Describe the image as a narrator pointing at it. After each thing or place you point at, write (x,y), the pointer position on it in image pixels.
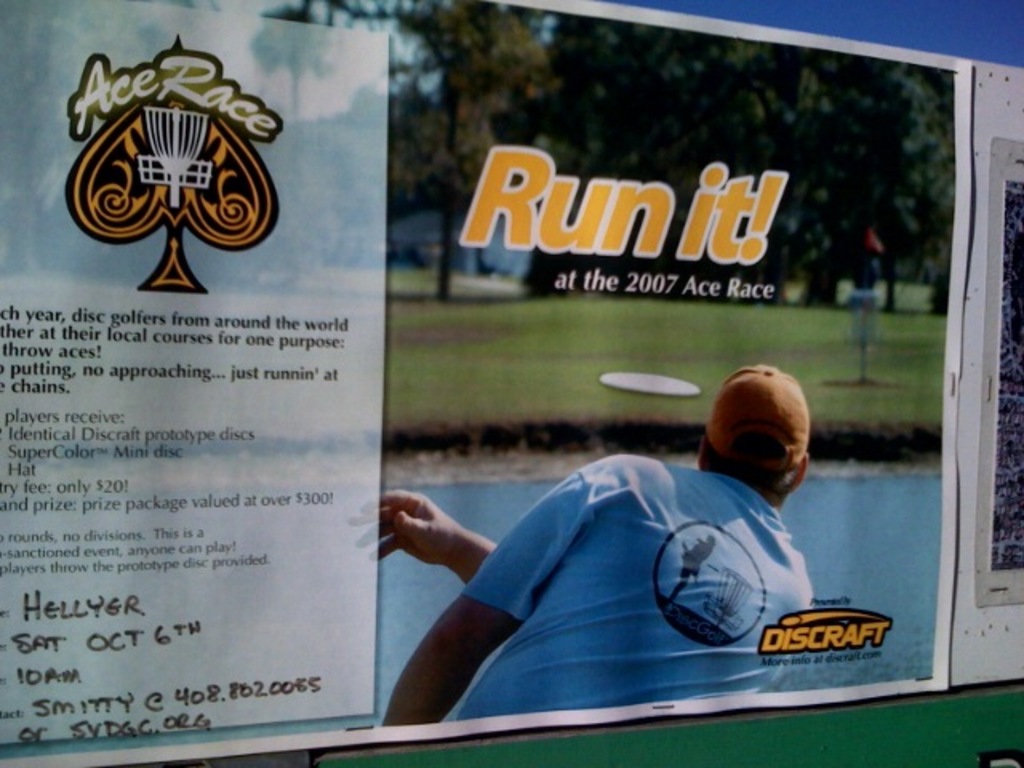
In this image, we can see a poster (620,141) contains a person (724,566) and some text (107,441).
